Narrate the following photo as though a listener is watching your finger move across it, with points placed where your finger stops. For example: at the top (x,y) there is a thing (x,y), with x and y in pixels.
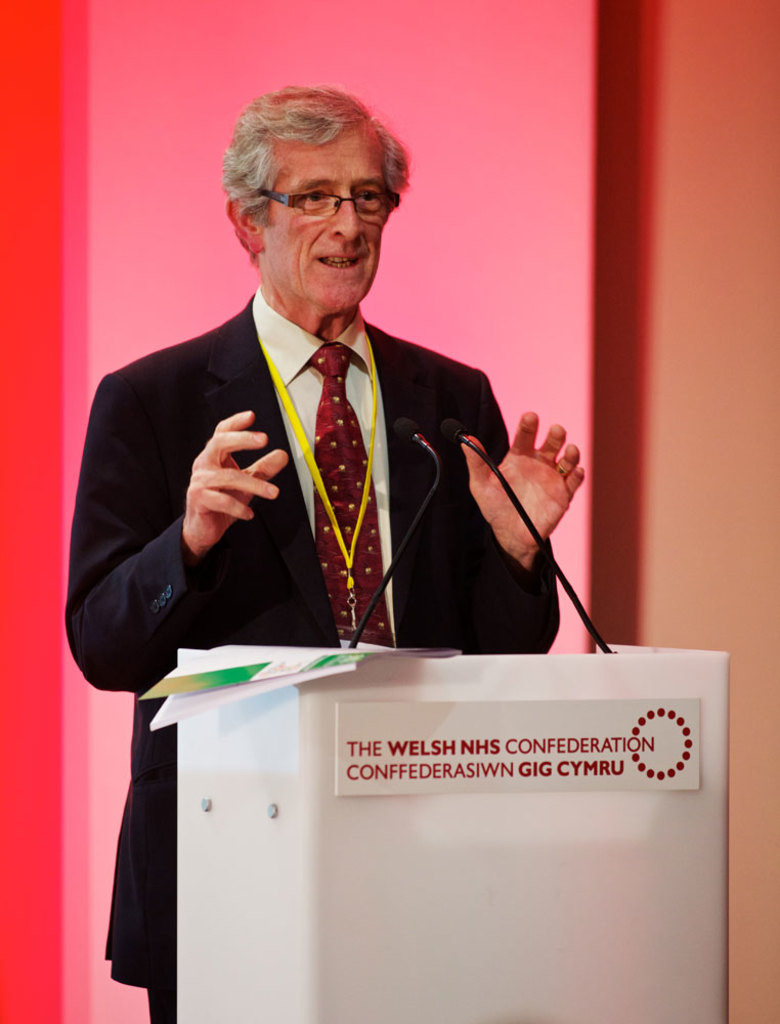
In the image there is an old man (323,163) in a suit (259,527) talking on mic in front of dais (442,854) and behind there is wall (98,260).
